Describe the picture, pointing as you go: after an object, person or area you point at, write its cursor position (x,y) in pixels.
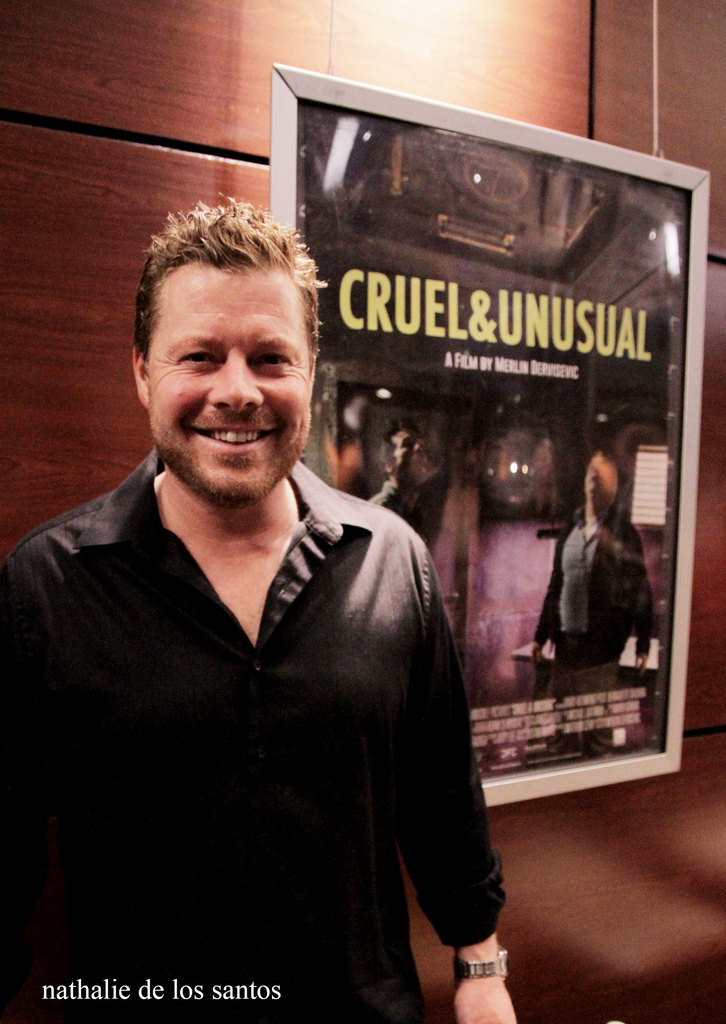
In this image I can see a person (336,621) is wearing black dress (356,815). Back I can see the frame (416,115) and the brown wall (175,159).
